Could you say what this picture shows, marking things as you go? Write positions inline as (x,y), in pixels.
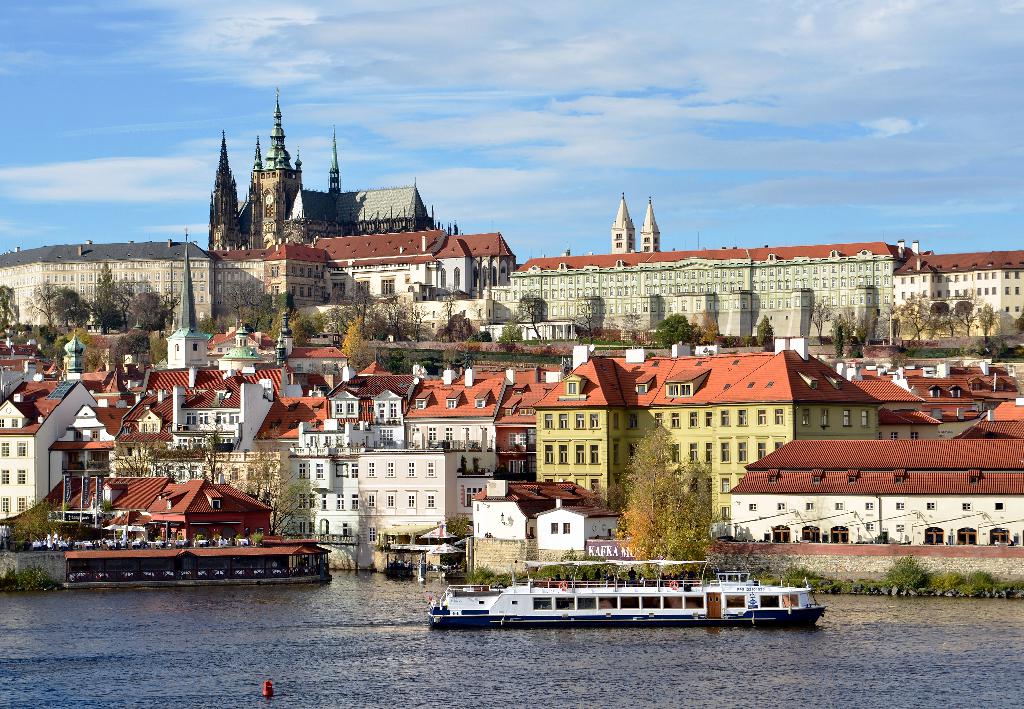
In this picture I can see the ship (602,605) on the water (473,669). I can see the buildings (386,499). I can see the trees (382,352). I can see clouds (378,84) in the sky (357,106).
